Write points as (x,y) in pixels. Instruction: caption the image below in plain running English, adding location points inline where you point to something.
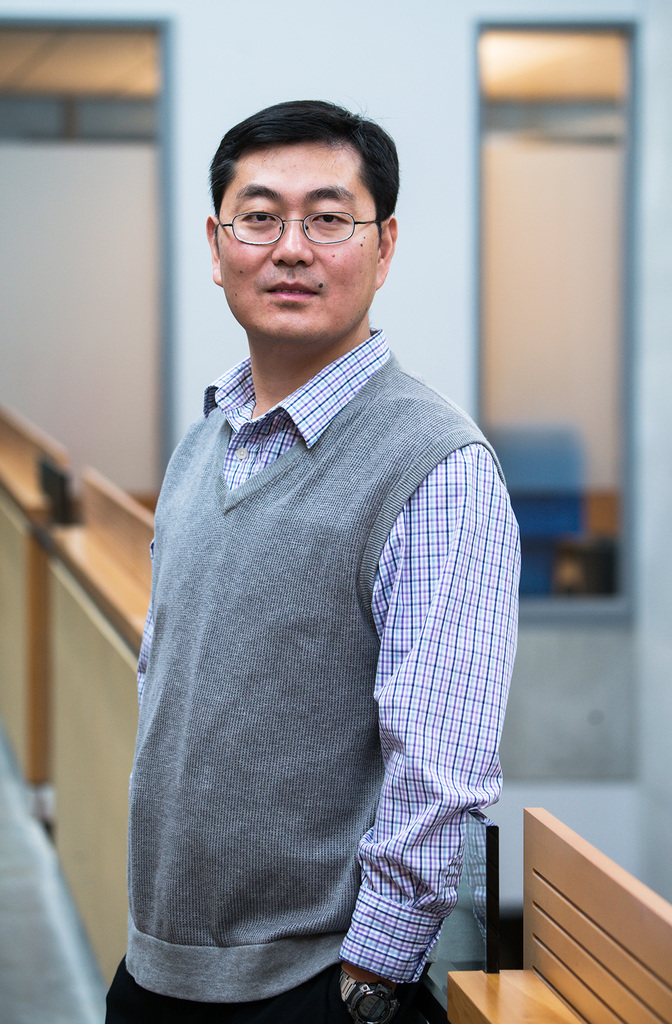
In this image we can see a man (166,718) standing on the floor (56,914).
